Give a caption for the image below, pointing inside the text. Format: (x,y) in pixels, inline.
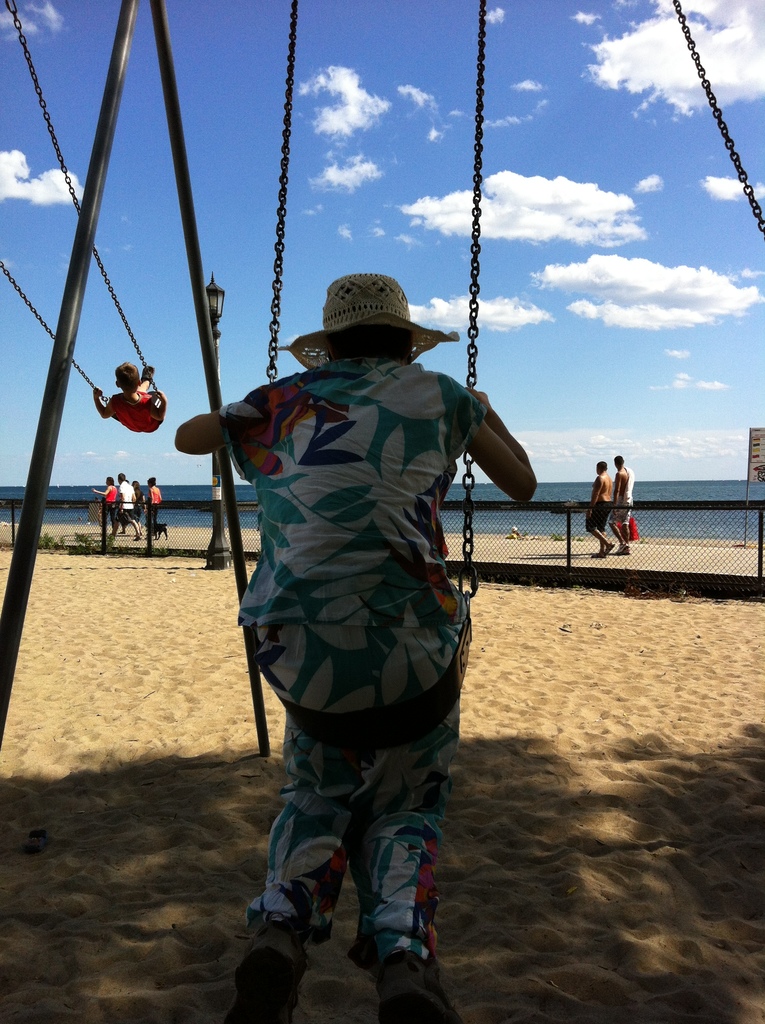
In this image I can see a swing stand (51,469) visible and I can see a person (356,549) sitting on swing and I can see a person (131,378) visible on swing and in the middle (504,529) I can see a fence (490,517) and a person (629,523) walking in front of fence (675,502) and I can see the sky (546,454) at the top (239,287) and I can see a light pole (222,306) visible in the middle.
